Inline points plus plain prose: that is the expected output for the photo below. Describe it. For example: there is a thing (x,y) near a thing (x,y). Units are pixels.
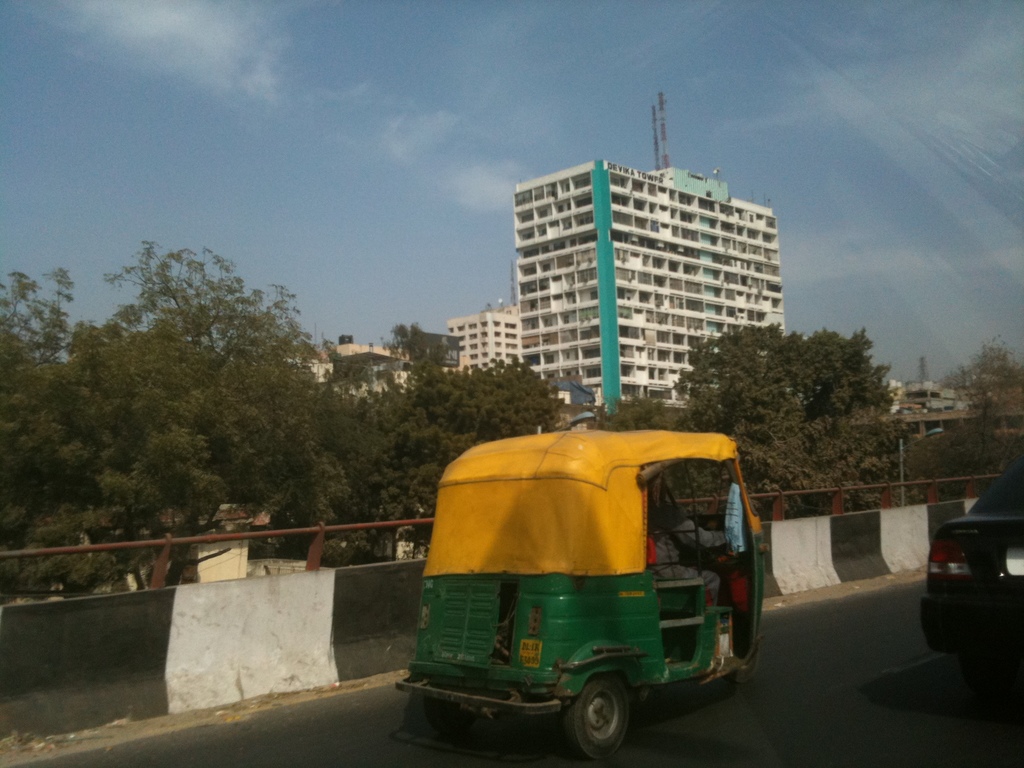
In the center of the image (544,486) we can see vehicles (596,662) on the road (703,689). In the background (916,429) we can see trees (150,405), buildings (559,341), tower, sky (447,187) and clouds (218,72).
